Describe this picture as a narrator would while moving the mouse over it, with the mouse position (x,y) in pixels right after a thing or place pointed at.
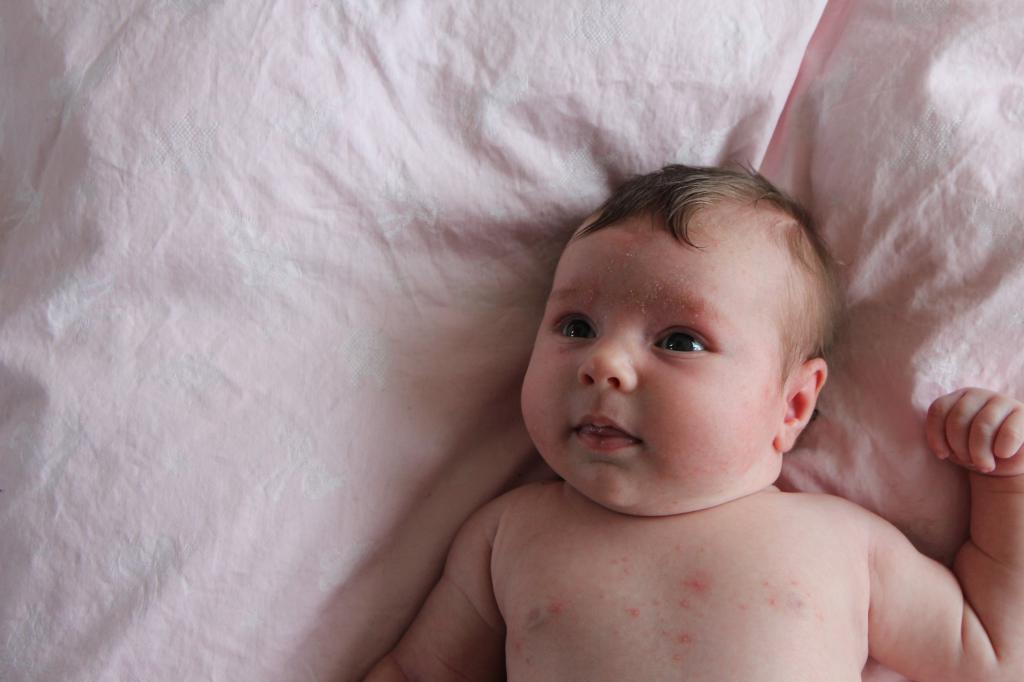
In this image I can see a baby (718,353) is lying on a bed (1002,312). This image is taken may be in a room (662,415).
